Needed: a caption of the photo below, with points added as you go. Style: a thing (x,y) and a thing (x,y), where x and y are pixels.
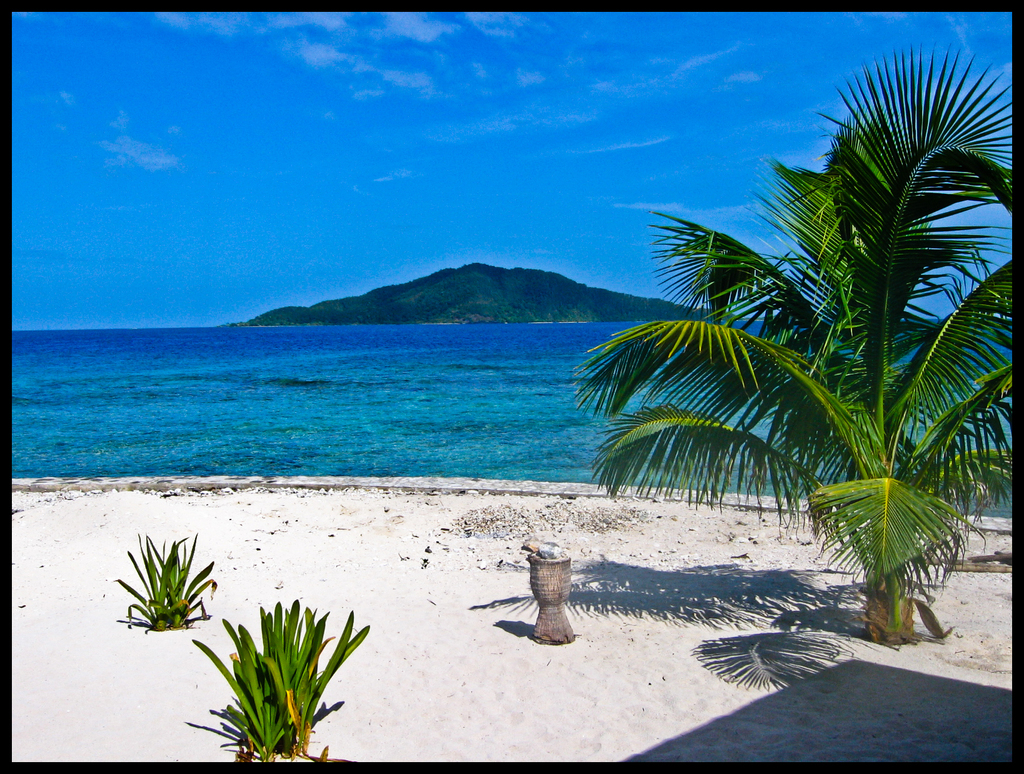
In this image I can see few plants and trees (670,426) in green color and I can also see the mountain (455,279) and the sky (412,141) is in blue color.
